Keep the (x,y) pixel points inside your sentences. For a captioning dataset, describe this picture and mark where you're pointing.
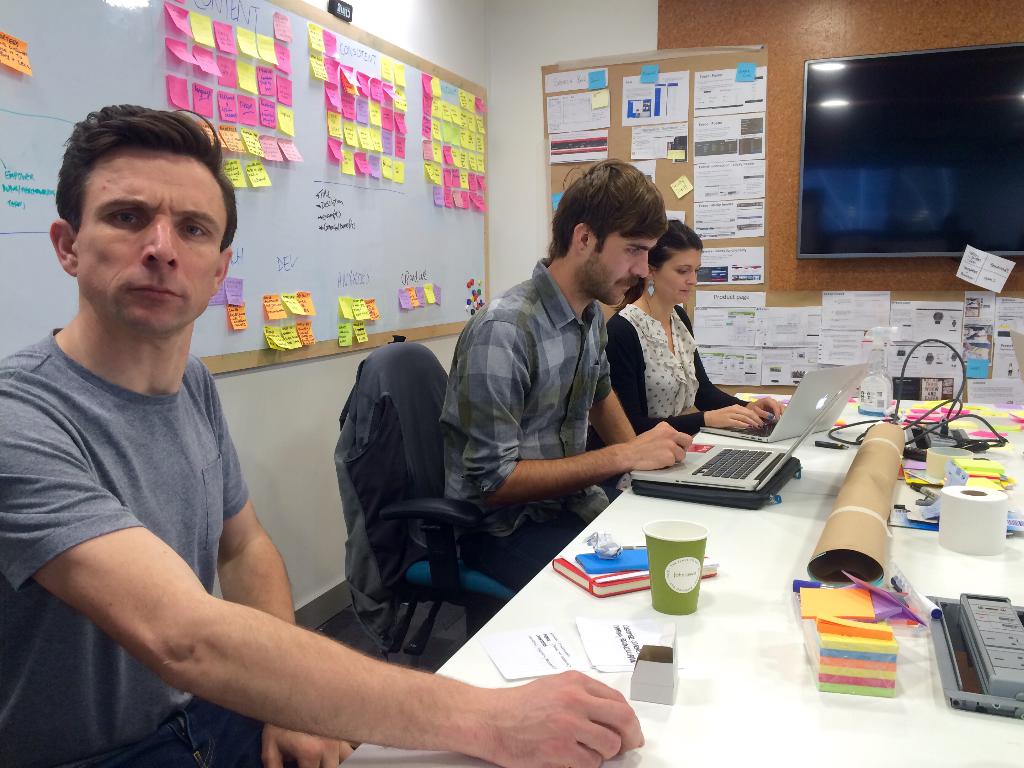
As we can see in the image there are three people (654,415) sitting on chairs (392,434), screen (989,249), posters (675,118), white color wall (508,130) and a table (783,759). On table (697,668) there are papers (625,661), books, laptops (726,436) and a wire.
